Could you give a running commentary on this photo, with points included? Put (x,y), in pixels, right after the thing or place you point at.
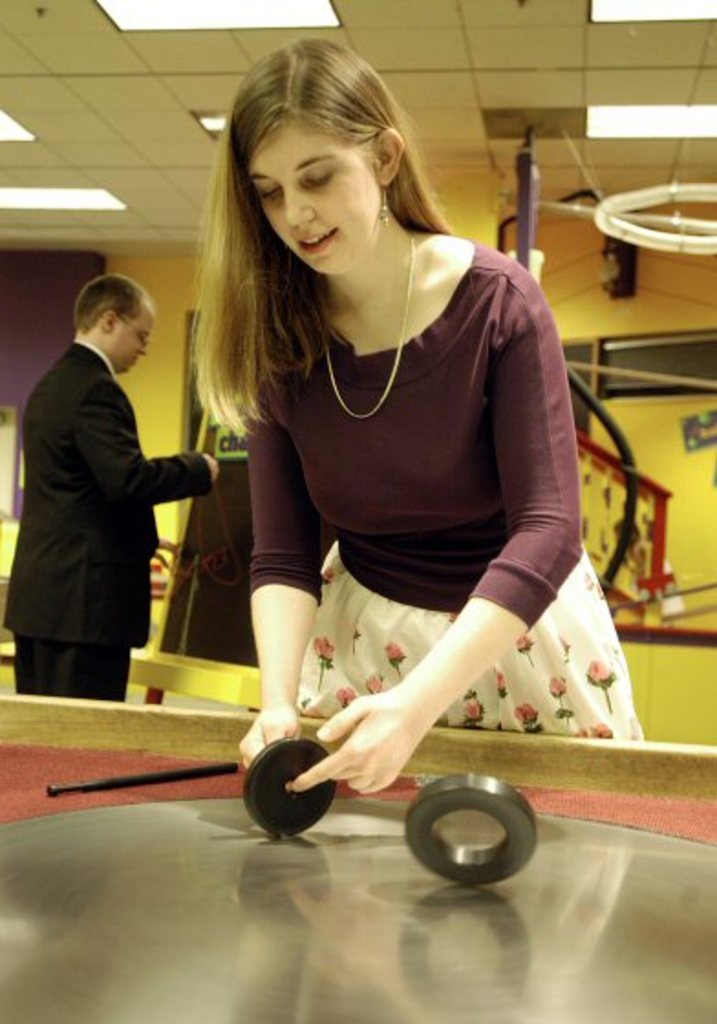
In this picture i could see a lady (472,597) holding a ring (276,788) which is black in color with her fingers (297,781) and rolling on the table (252,892). In the background (146,475) i could see a person (97,531) dressed in formals (89,549) and sticking something on the black board (229,563). On the ceiling (543,83) there are white tube lights (658,132).
